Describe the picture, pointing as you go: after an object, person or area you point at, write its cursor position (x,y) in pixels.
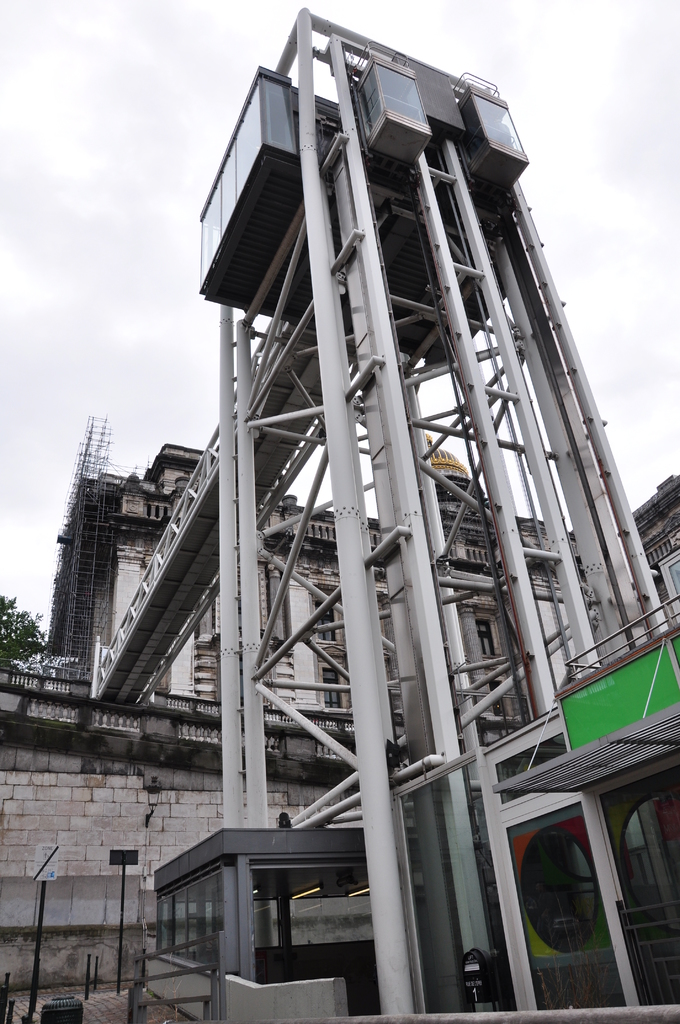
This picture is clicked outside. In the foreground (235,855) we can see an architecture (361,323) and the metal rods (225,468). In the center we can see a bridge (143,628). In the background (101,206) we can see the sky (161,241), building (271,537), tree (33,625) and a dome (441,455) and some objects (69,595). In the bottom left corner (93,1011) we can see the ground (114,1007) and the poles (42,900) and some other objects (134,989).
